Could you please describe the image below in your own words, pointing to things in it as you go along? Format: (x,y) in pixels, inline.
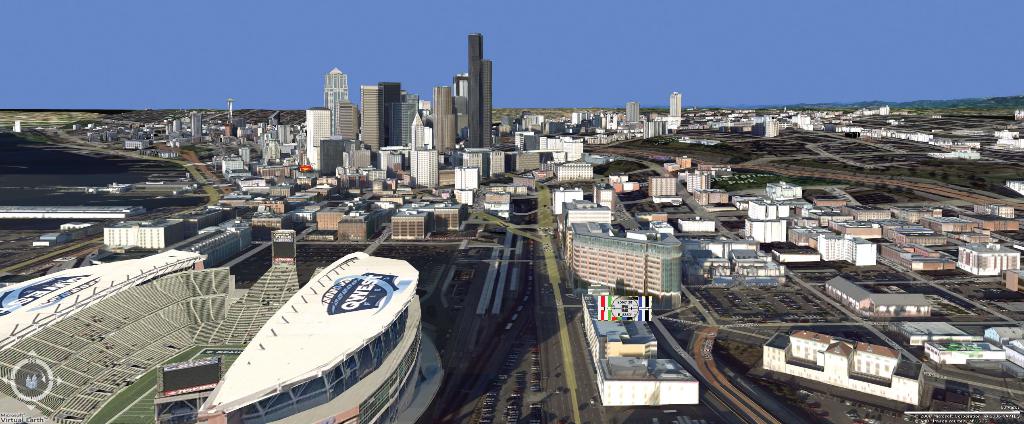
In this picture we can see few buildings (575,245), trees (606,172) and vehicles (526,373) on the road (537,316), and also we can find empty seats (111,323) in the stadium (211,358).
